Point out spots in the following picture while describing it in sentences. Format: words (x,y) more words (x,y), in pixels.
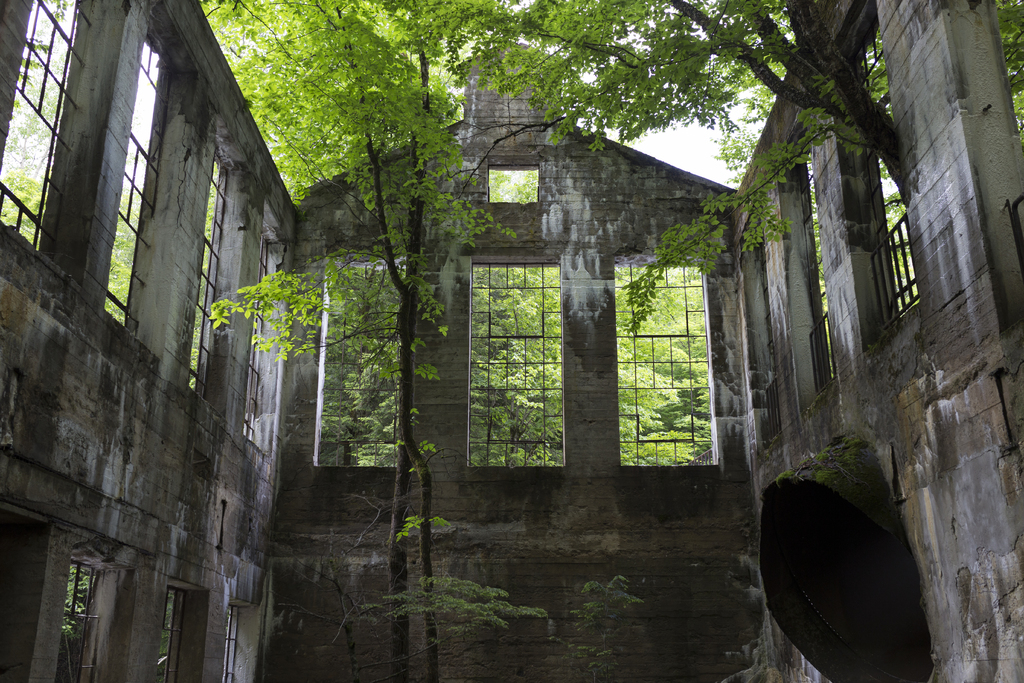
In this image there is a tree (401,392) surrounded by the wall (605,504) having windows (652,461). Background (494,353) there are trees (619,124). Behind there is sky (716,133).
